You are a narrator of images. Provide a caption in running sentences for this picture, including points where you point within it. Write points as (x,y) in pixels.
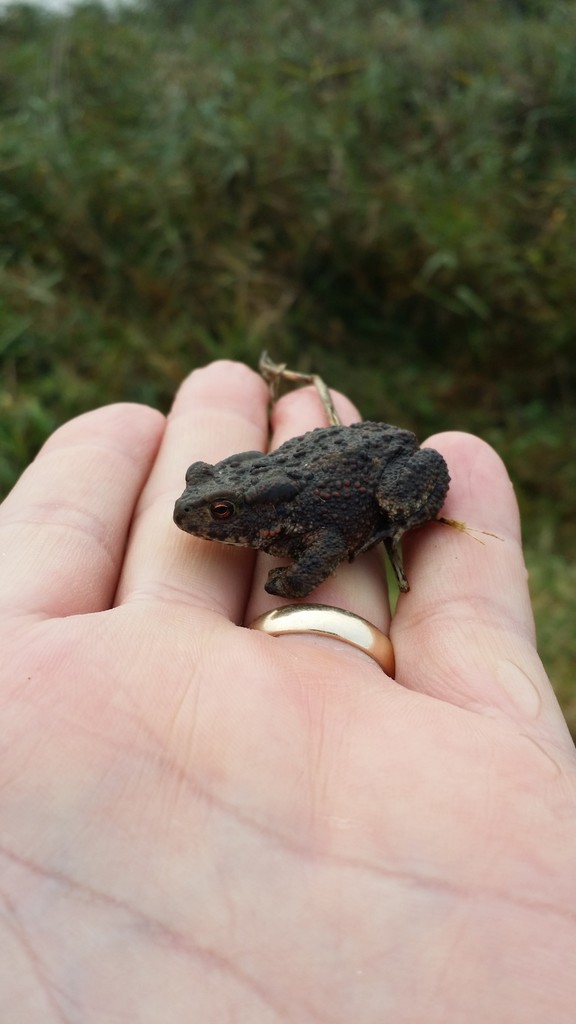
In this image there is a small black colour frog (322,454) on the hand (262,664). In the background (238,158) there are plants (278,168).
